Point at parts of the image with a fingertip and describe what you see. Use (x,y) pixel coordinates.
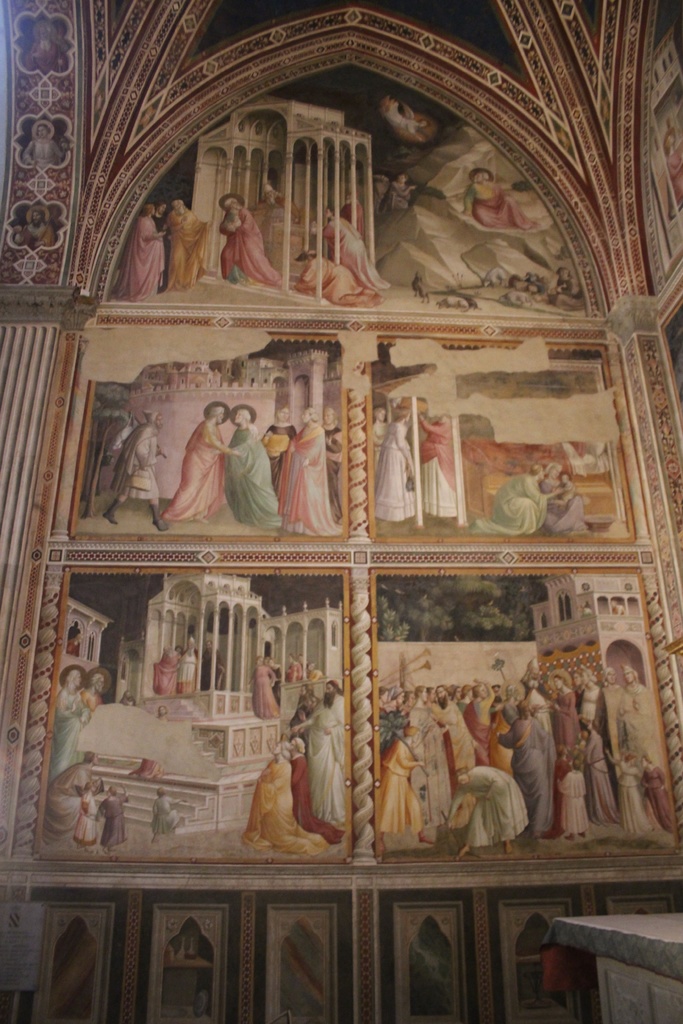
In this picture I can see there is a painting (172,665) of few people (189,485) on the wall (597,865) and there is a building (162,614) and there are pillars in the picture.
